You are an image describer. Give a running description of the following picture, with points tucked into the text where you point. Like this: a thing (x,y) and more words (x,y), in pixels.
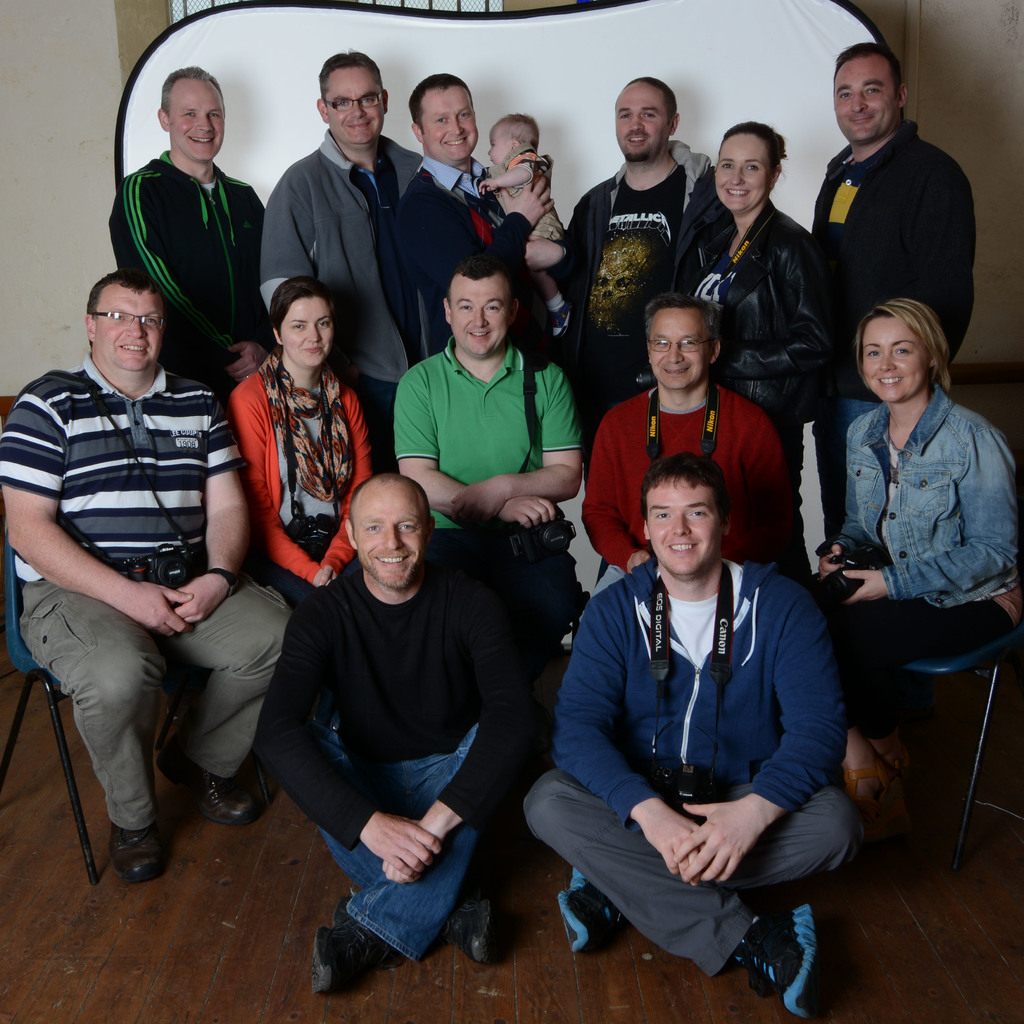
In this picture we can see some people (663,529) are sitting and some people (851,234) are standing, they are smiling, at the bottom (210,861) there is floor (246,941), in the background (70,94) we can see a wall (82,79).
